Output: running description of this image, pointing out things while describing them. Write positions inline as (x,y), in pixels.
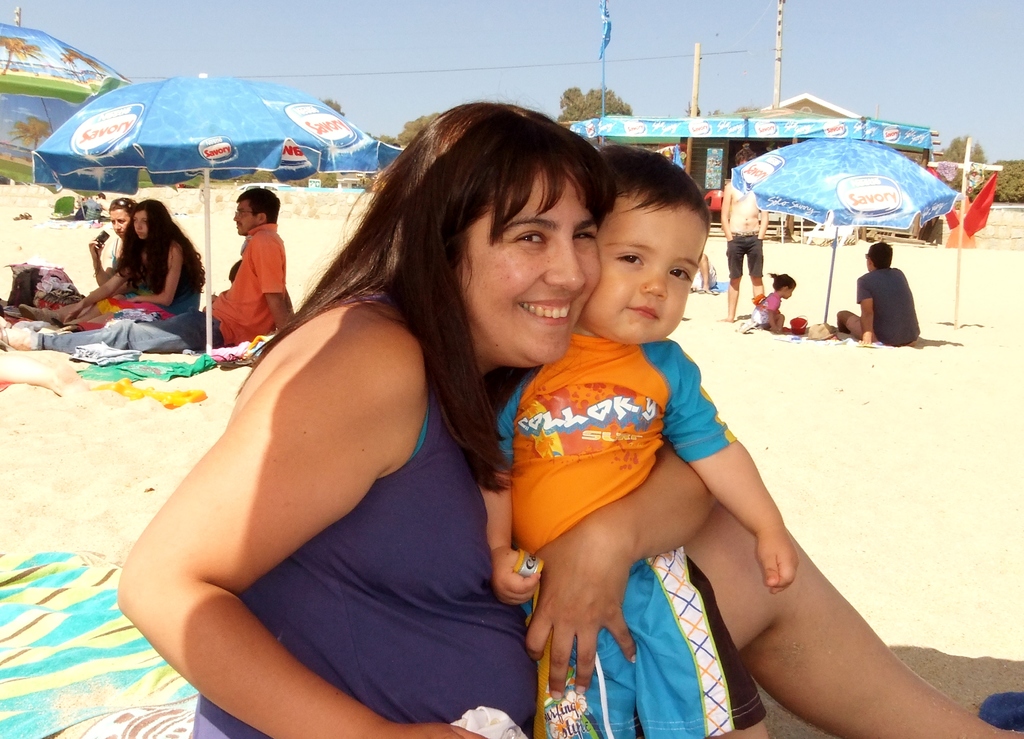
In this image I can see few people (528,312) are sitting and wearing different color dresses (604,399). I can see few colorful umbrellas (206,151), store (803,117), flagpoles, few trees (975,160), sand (942,475) and sky (416,106) is in blue color.
